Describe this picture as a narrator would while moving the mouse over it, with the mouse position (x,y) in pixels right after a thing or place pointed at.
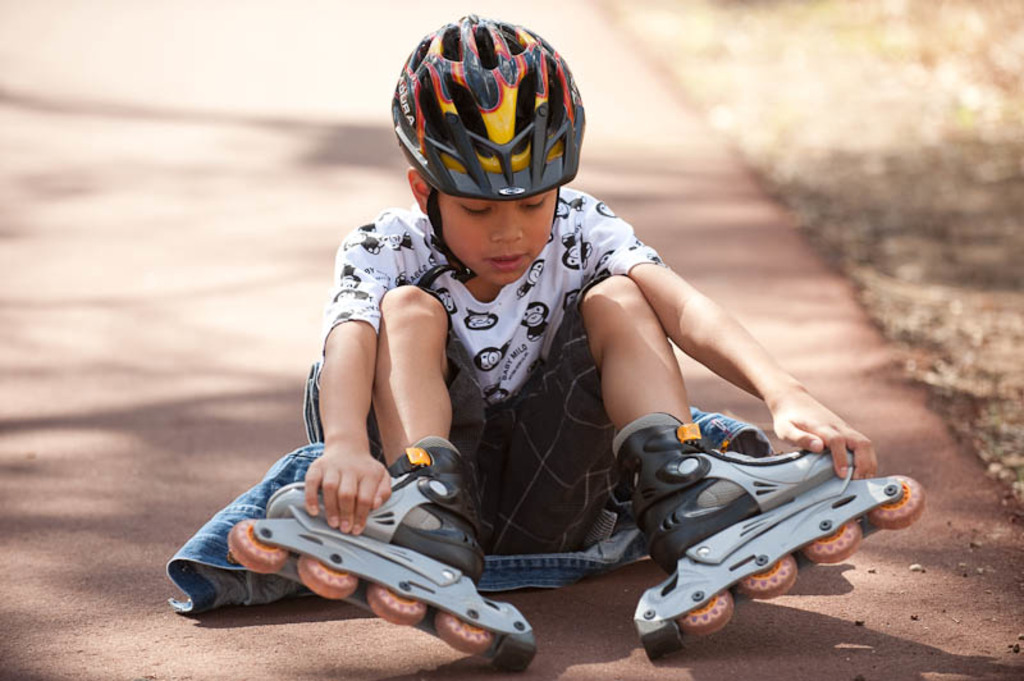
In this image I can see a boy (499,371) wearing white color t-shirt (549,314), helmet (496,143) on the head (442,173), skates (415,531) to the legs (656,401) and sitting on the road (160,457). Beside the road (836,336) I can see the grass (926,246).
